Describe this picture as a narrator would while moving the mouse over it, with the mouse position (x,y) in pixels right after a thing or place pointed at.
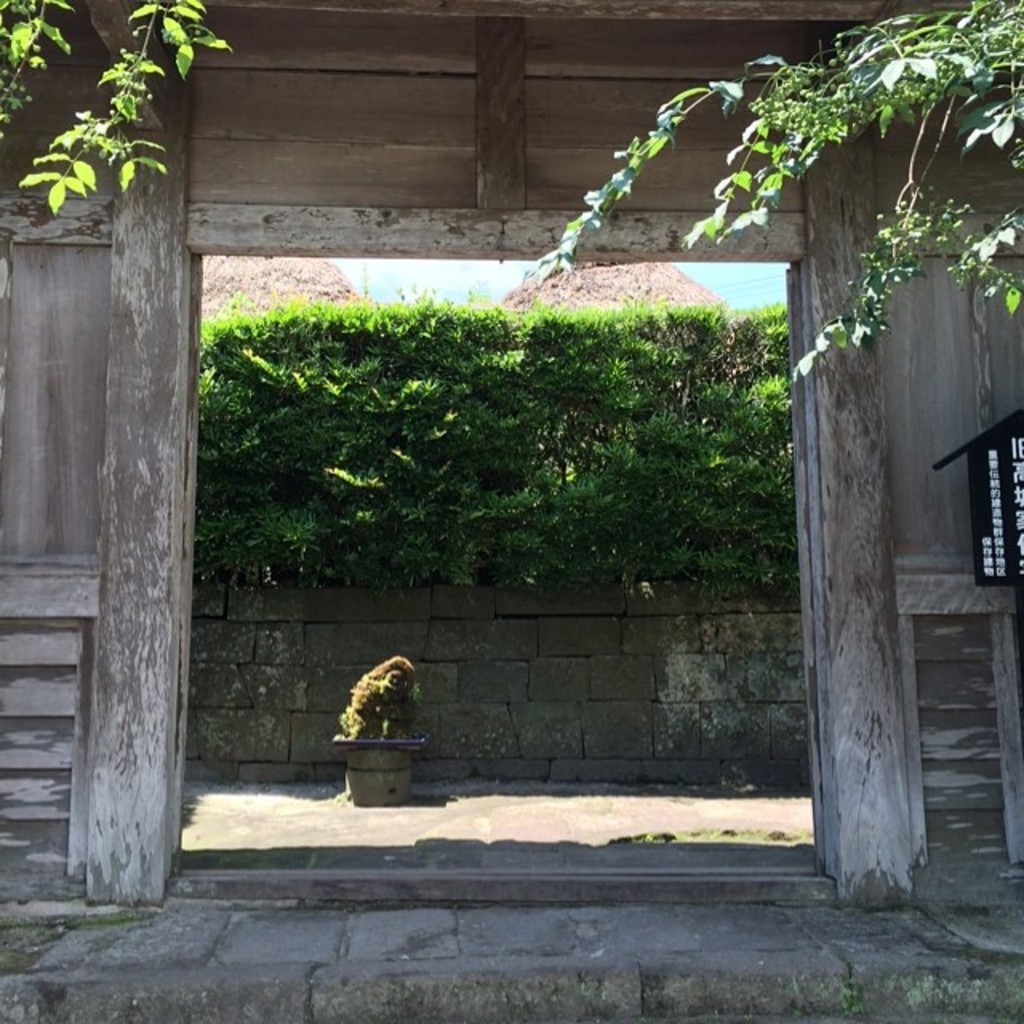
At the bottom of the image (262,948) there is a floor (813,975) with stones (198,1005). And in the image there is a wall (894,150) and at the top of the image (882,97) there are leaves (882,97). In the background (271,614) there is a stone wall (540,710) with plants (321,466). In front of the wall (287,677) there is an item (359,755) on the floor (161,962).
